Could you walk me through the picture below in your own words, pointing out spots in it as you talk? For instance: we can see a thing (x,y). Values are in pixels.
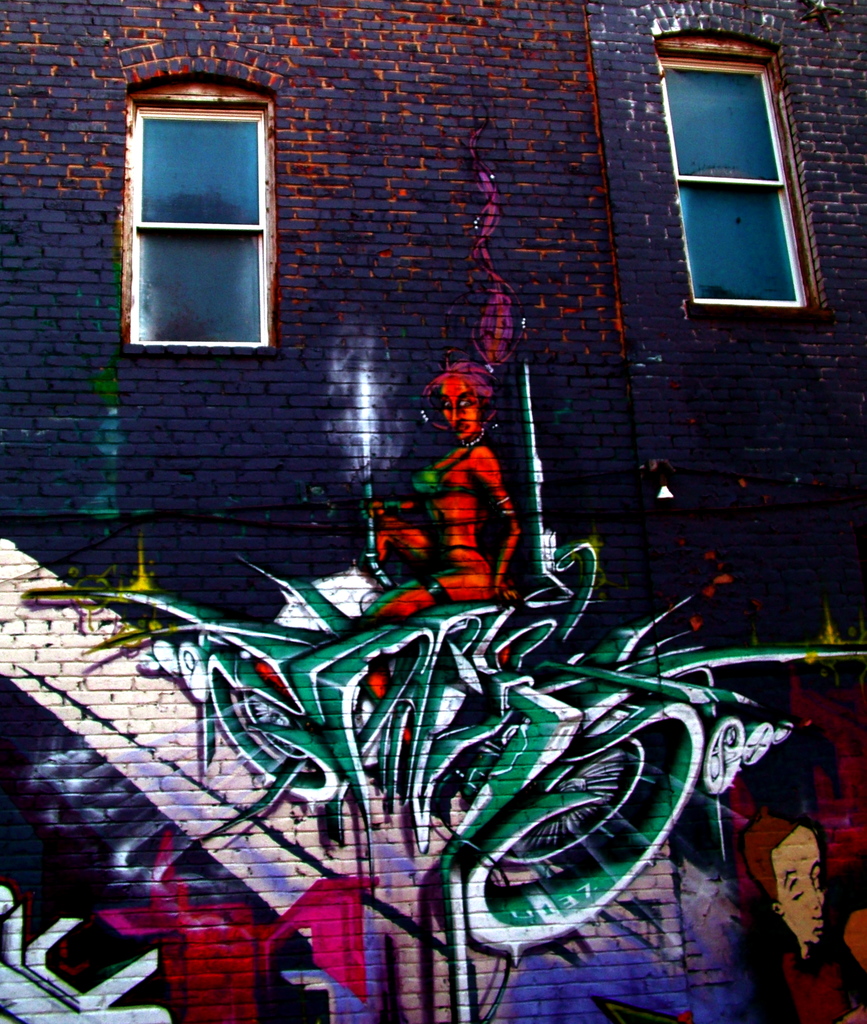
In this image there is one building (354,488) and two windows (228,203), and on the building (467,771) there is some graffiti (308,823).
